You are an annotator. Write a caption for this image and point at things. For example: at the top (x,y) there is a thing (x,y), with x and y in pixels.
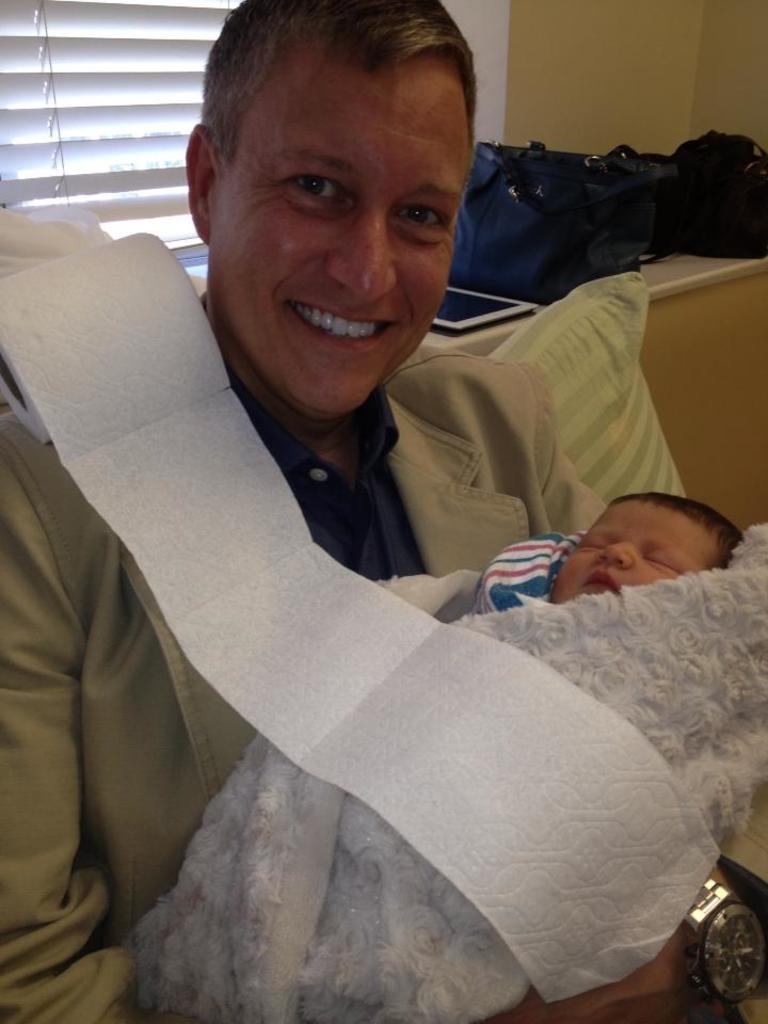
In this Image I can see the person (348,533) is holding the baby (592,642). Back I can see few bags (588,203) and few objects (632,310) on the wall (628,3). I can see the wall (579,129) and window (143,170).
